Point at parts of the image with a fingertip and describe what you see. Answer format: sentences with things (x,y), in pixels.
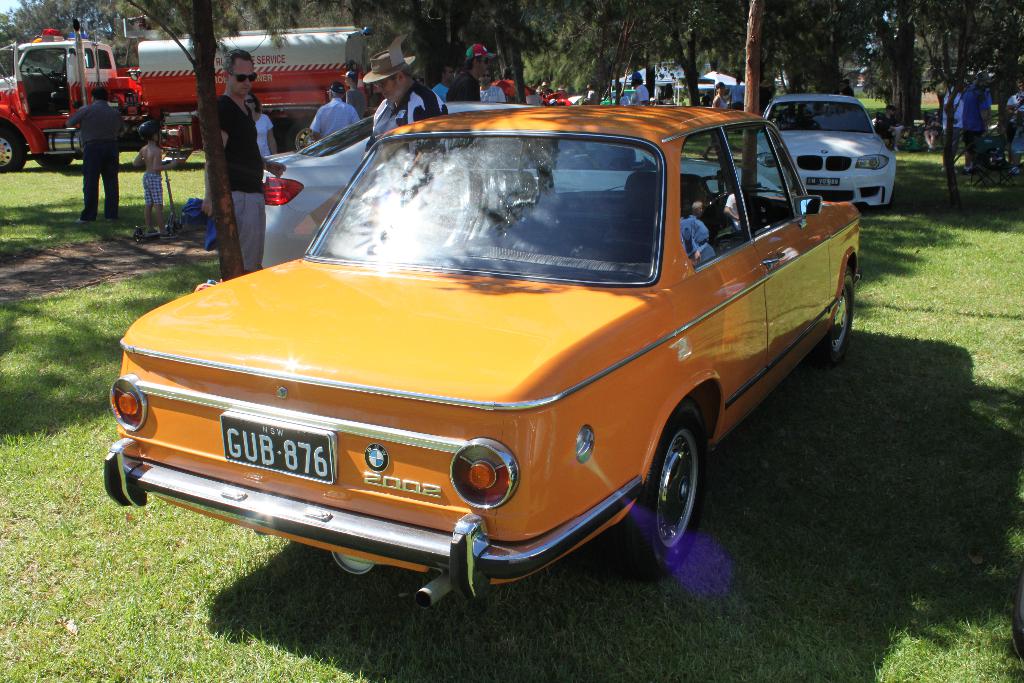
In this picture we can see few people (272,136) and vehicles (547,224) on the grass (889,248), in the background (659,61) we can find few trees (644,59) and tents (683,87).
